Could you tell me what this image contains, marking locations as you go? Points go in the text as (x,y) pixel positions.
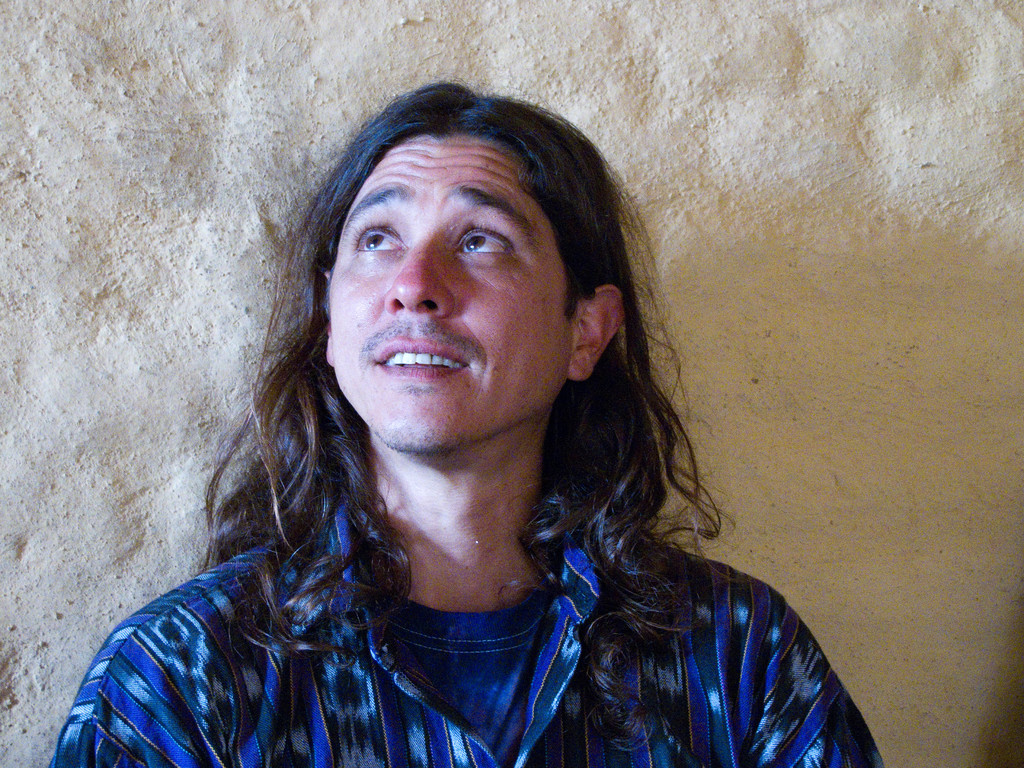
In this image in front (143,752) there is a person (453,338). Behind him there is a wall (126,243).
